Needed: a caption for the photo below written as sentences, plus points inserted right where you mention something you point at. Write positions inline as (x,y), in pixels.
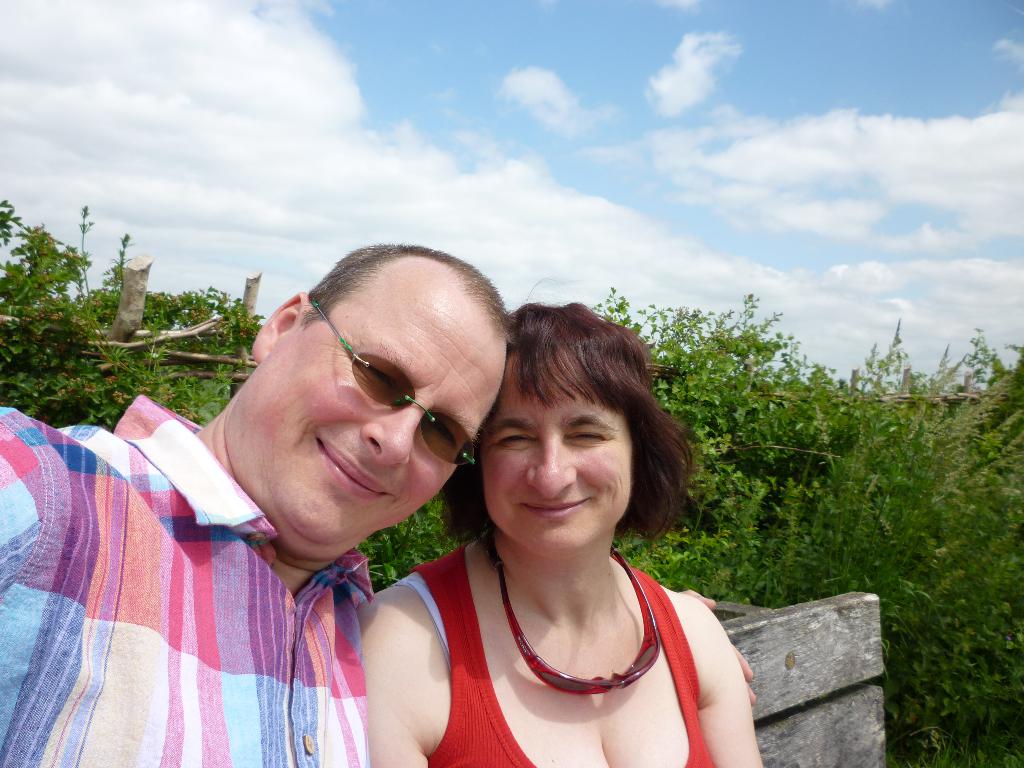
In this image I can see the two people (275,650) with different color dresses (239,663). To the side I can see the wooden object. In the background (822,428) I can see the plants (705,455), clouds (377,199) and the sky (597,144).
